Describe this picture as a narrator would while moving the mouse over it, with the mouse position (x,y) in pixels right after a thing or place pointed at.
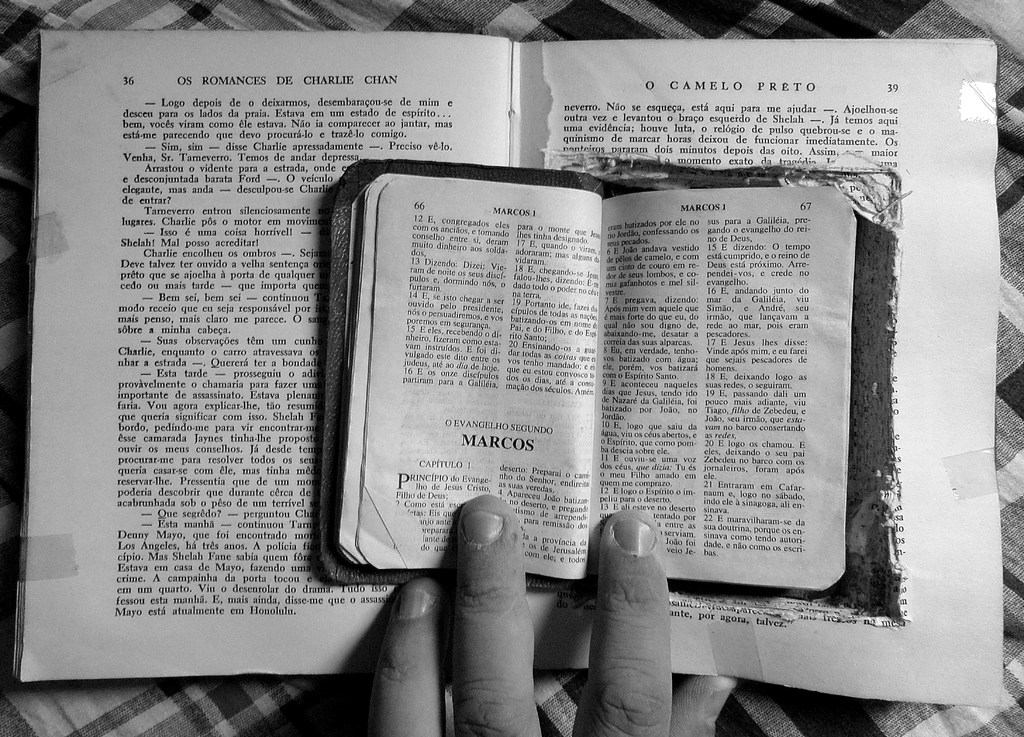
This picture shows couple of books (143,374) on the table (1022,11) and we see a human hand (388,696).
